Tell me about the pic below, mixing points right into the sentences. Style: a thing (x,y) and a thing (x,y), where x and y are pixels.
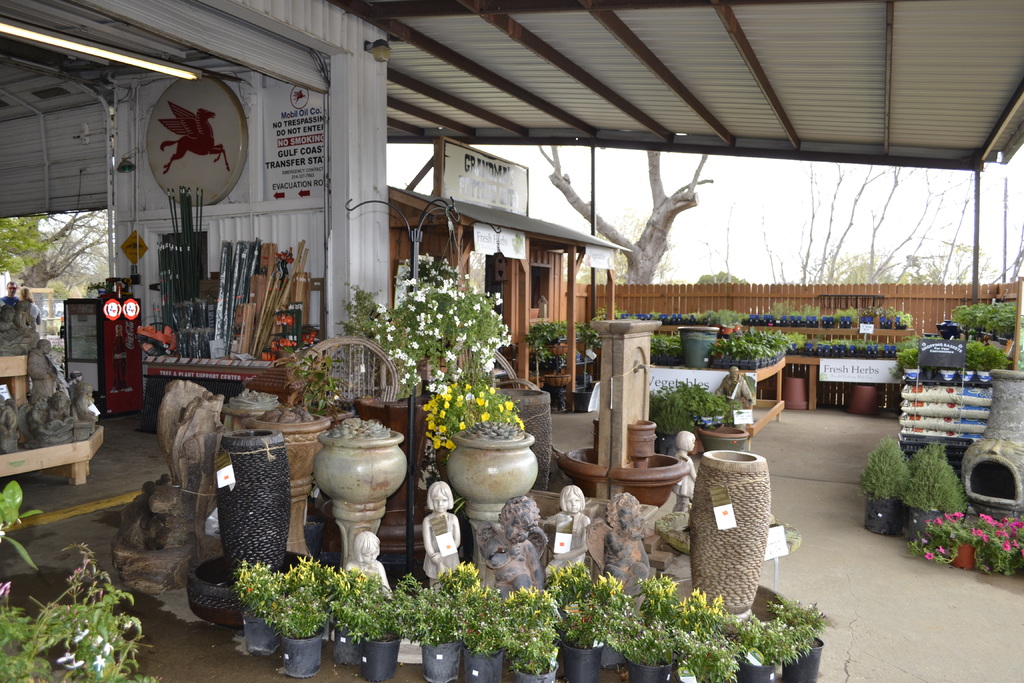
In this picture there are sculptures (78,410) and there are plants (959,543) and flowers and flower pots (723,486). At the back (271,309) there are objects (239,305) on the table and there is a wooden house (547,318) and wooden railing (778,303) and there is text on the boards (504,184). At the top (673,35) there is a light (13,28) and there is a roof (629,51). At the back (904,238) there are trees (658,246). At the top (737,182) there is sky (722,170). At the bottom (873,592) there is a floor (885,591).
